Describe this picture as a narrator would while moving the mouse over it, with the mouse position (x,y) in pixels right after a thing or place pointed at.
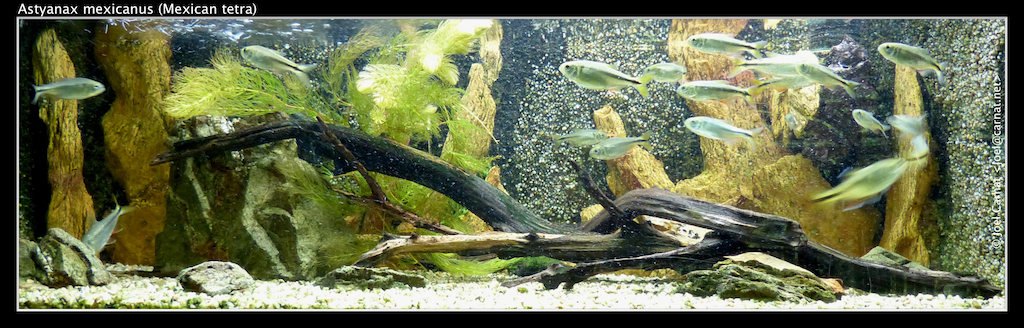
In the picture I can see green color fishes (926,69) are swimming in the water (559,96). Here I can see marine plants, stones (822,185), a few more objects (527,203) in the water (838,154). Here I can see the watermark (95,9) at the top left side of the image (121,13).
